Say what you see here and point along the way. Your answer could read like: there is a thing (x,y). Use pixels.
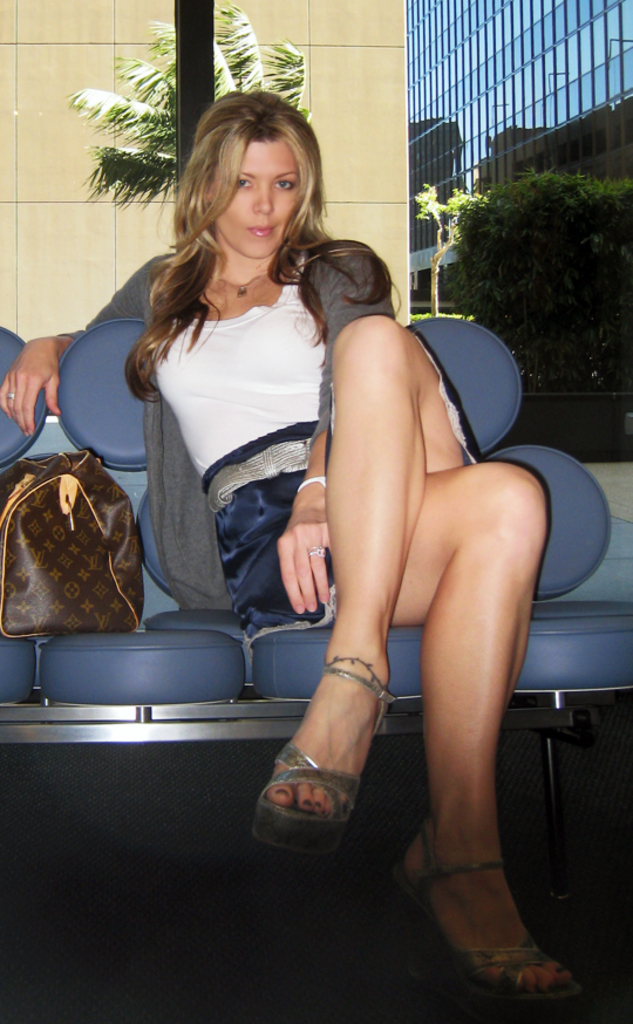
a lady (319,347) sitting on a chair (21,680) with a bag (25,551) beside her
